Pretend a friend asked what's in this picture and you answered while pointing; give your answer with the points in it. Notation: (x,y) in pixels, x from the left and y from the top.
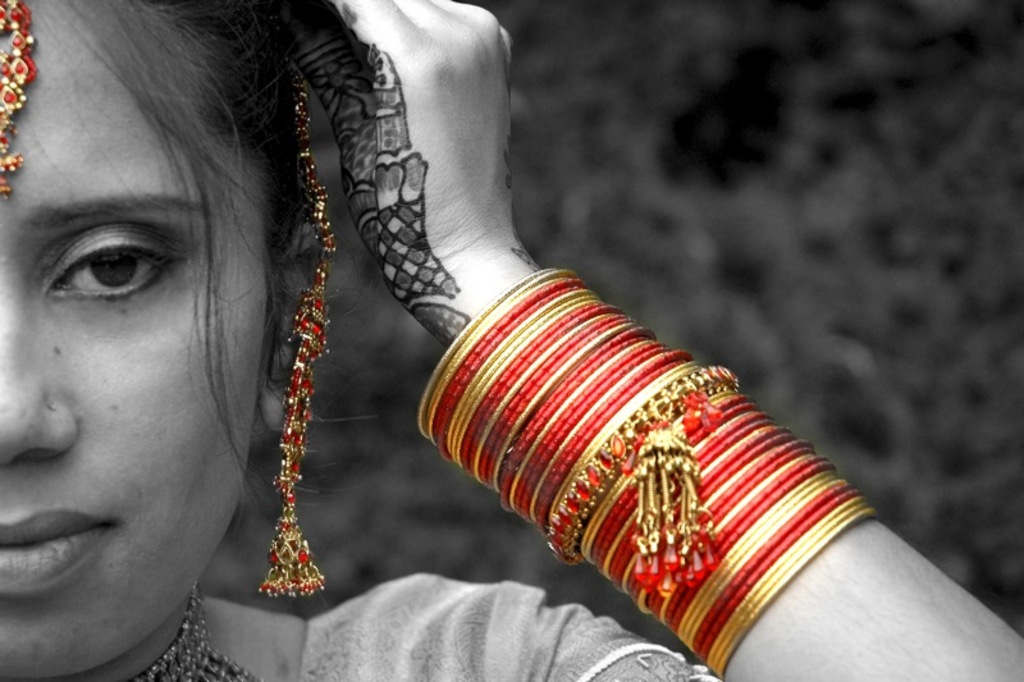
In this image I can see a woman (244,496) in the front (408,279) and I can see she is wearing number of bangles (629,439) and few jewelries (321,272).
